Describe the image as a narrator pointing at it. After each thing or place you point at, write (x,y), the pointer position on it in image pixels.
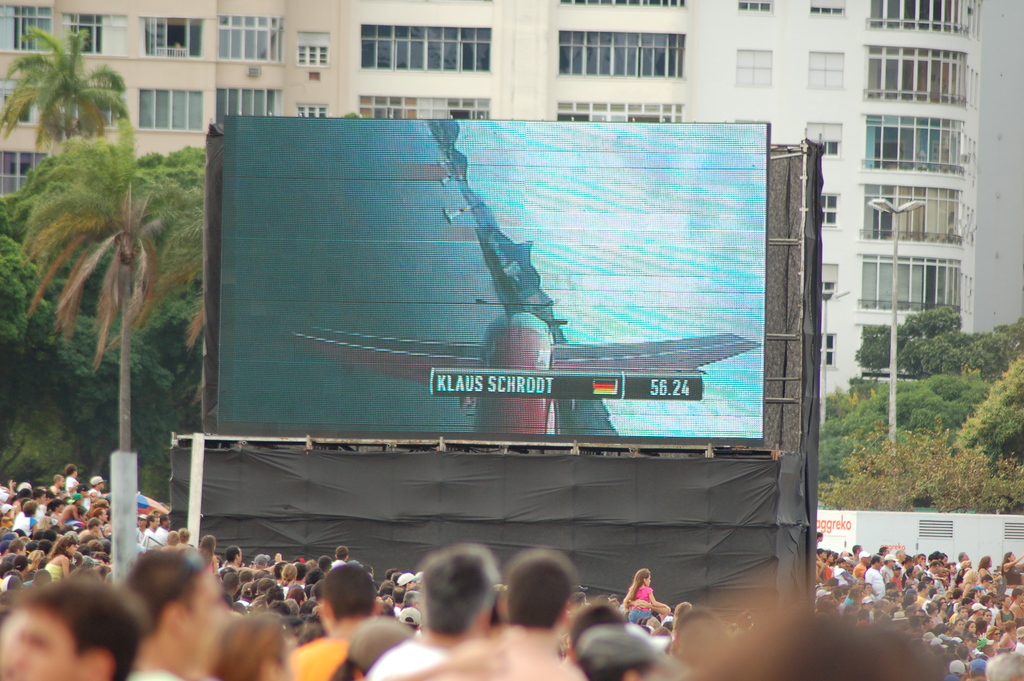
In this image I can see at the bottom (557,584) a group of people (517,619) are there, on the left side (176,646).
